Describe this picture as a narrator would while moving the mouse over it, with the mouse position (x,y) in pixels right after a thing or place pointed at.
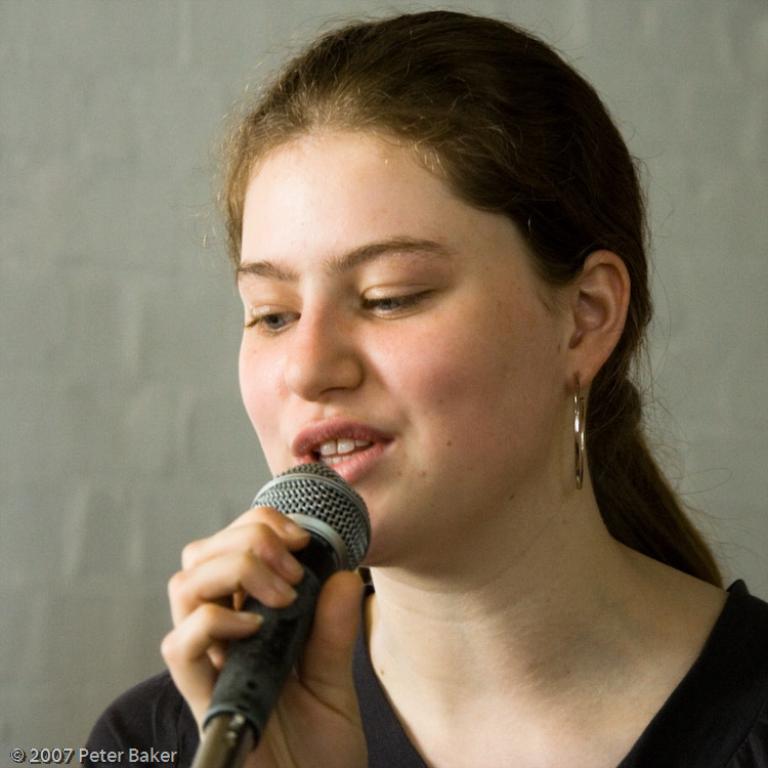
In this image we have a woman (508,458) who is wearing a black dress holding microphone (304,566) and talking.
